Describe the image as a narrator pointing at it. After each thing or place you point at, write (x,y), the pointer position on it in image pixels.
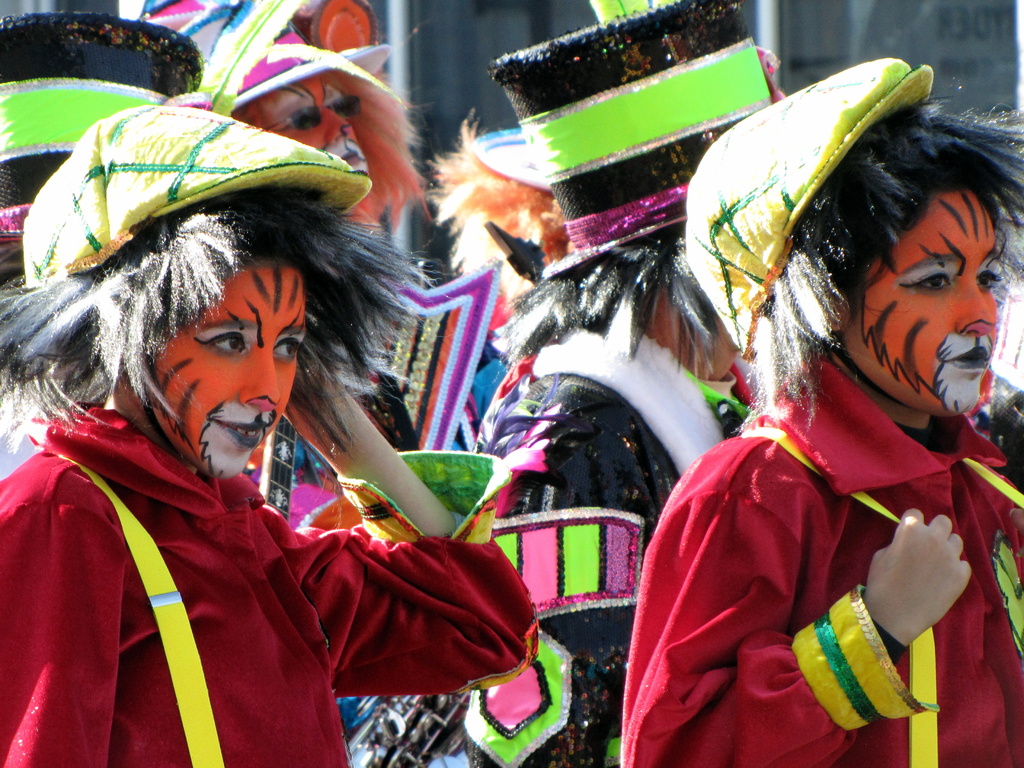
On the left side (281,684), there is a person (186,545) in a red color dress (48,596), wearing a cap (351,192) and smiling. On the right side (984,266), there is another person (822,339) in a red color dress (781,584), wearing a cap (745,186). In the background (659,97), there are other persons (586,229). And the background (877,24) is blurred.
